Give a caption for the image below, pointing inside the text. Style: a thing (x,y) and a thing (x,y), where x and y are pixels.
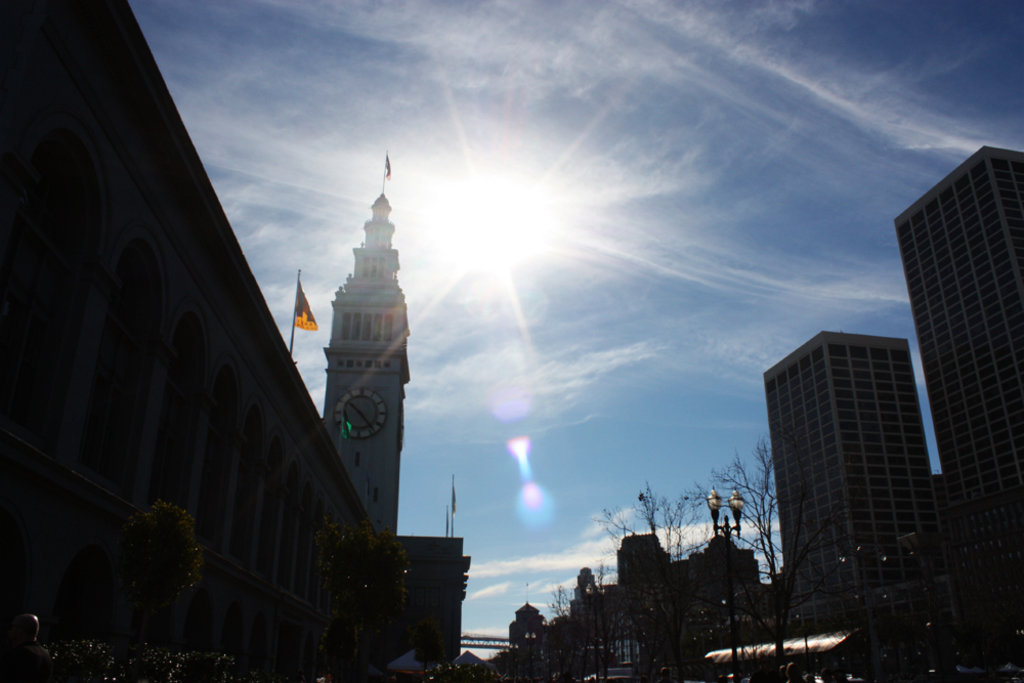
In the image I can see buildings (251,410), trees (567,626), street light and flags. In the background (587,285) I can see the sun (499,188) and the sky (510,387).
